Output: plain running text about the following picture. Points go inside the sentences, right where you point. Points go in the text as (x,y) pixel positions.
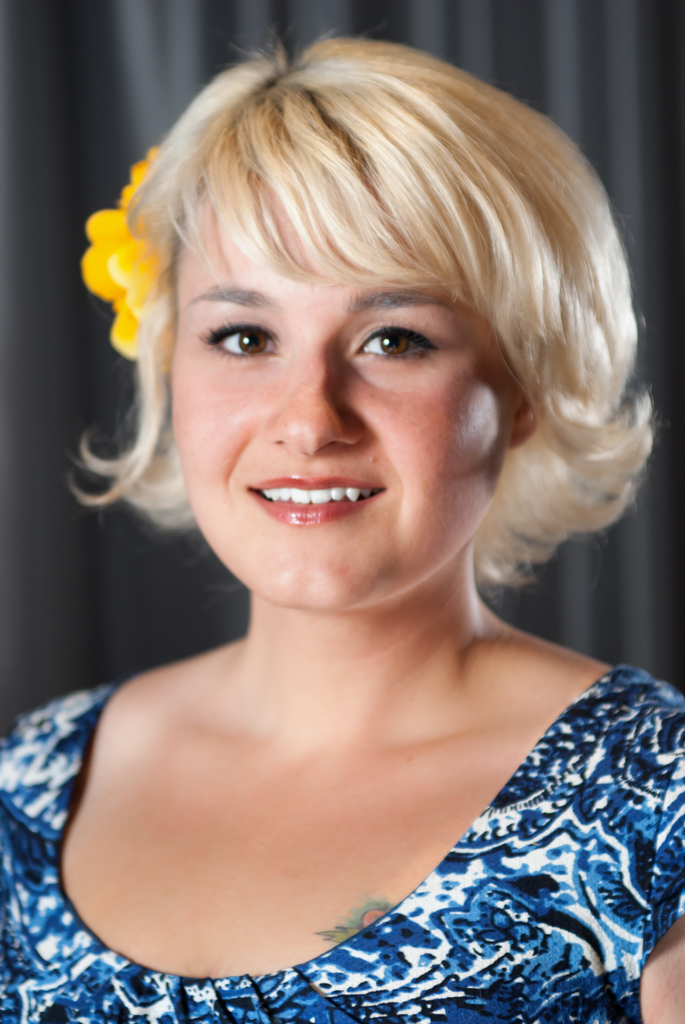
In this image we can see a lady (246,643), she has a flower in her hair (184,506), behind her we can see a curtain (587,131), and the background (524,42) is blurred.
